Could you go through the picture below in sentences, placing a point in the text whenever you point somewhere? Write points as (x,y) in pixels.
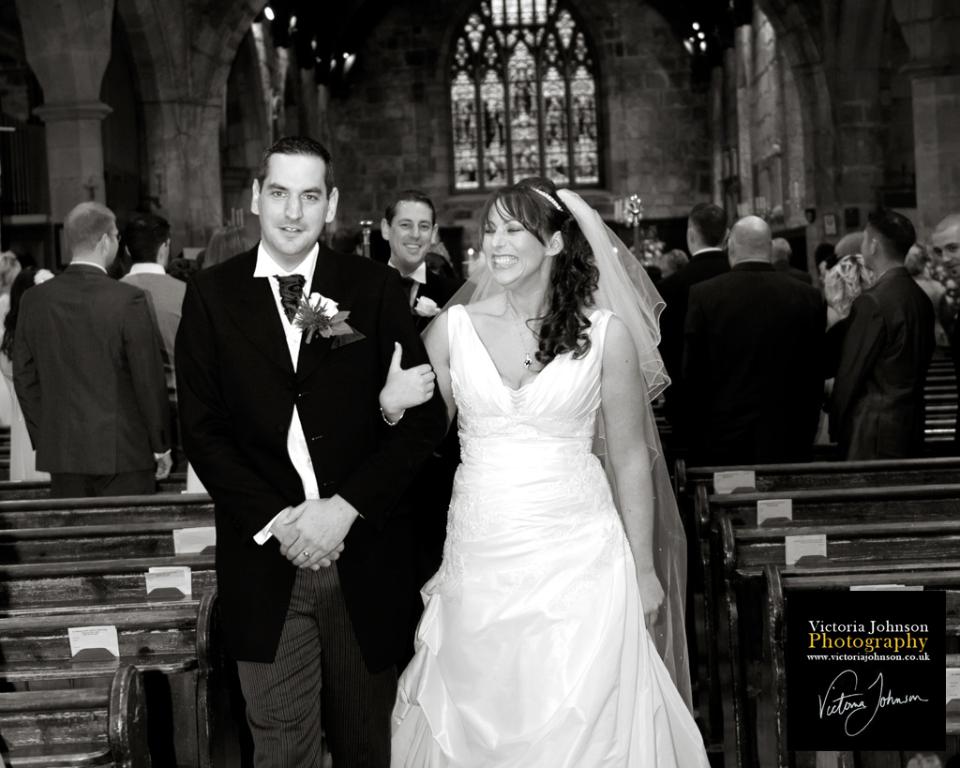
This is a black and white image. In this image, we can see a woman (571,537) in dress (541,594) holding a man (320,317) beside her and smiling. On the right side (721,649) and left side of the image (91,592), we can see benches (708,568) and few objects (807,554). In the background (800,350), we can see people (729,433), pillars (721,191), glass object (597,152), lights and few objects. In the bottom right corner (878,689), there is a logo (858,710).
